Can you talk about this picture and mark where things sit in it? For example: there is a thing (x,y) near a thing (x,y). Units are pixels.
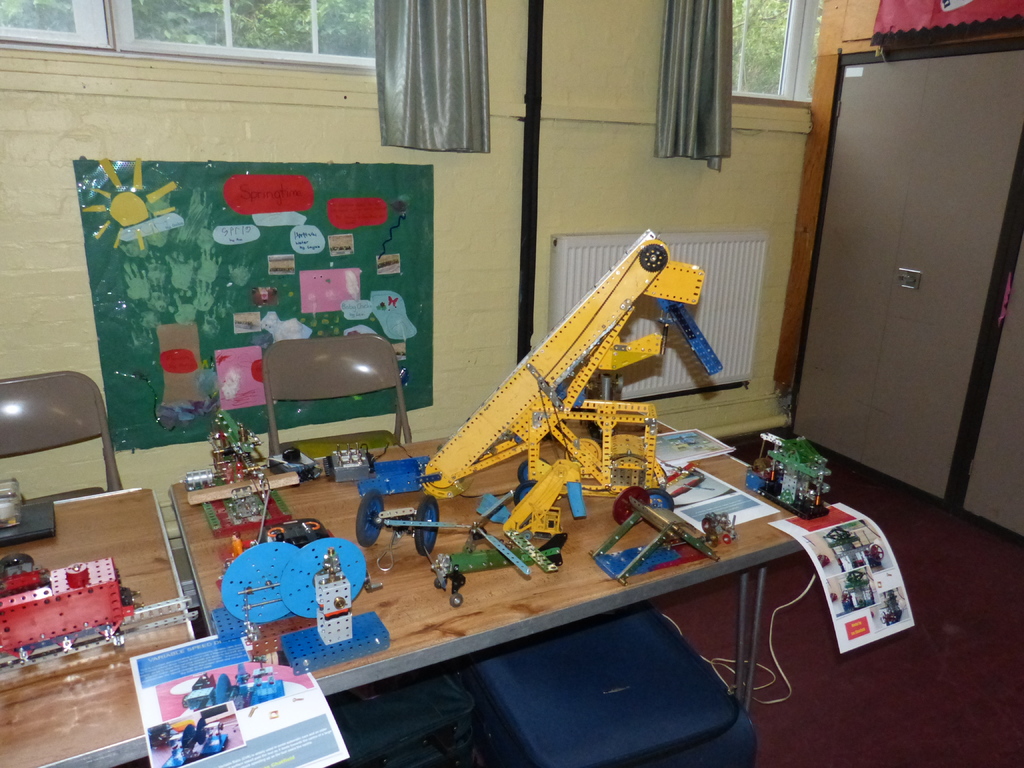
In this picture there is a table (533,590) on which some of the toys (319,531) and some photographs (828,556) were placed on the table (387,545). Behind the table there are some chairs (275,419) and some charts (193,284) were stick to the wall (27,256). There is a cupboard (887,310) in the right side (882,264). In the background (681,99) there are some curtains (675,79), windows (272,21) and trees (260,21).
